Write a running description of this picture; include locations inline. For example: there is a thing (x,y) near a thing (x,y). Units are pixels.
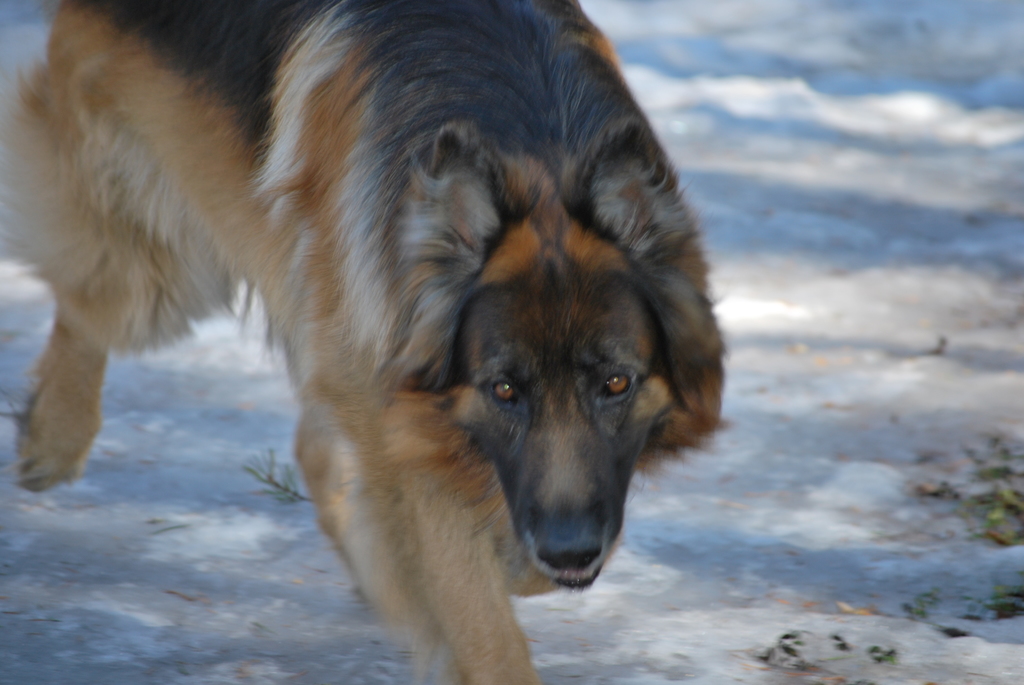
In this image I can see a dog (434,293) walking in snow (915,293).
